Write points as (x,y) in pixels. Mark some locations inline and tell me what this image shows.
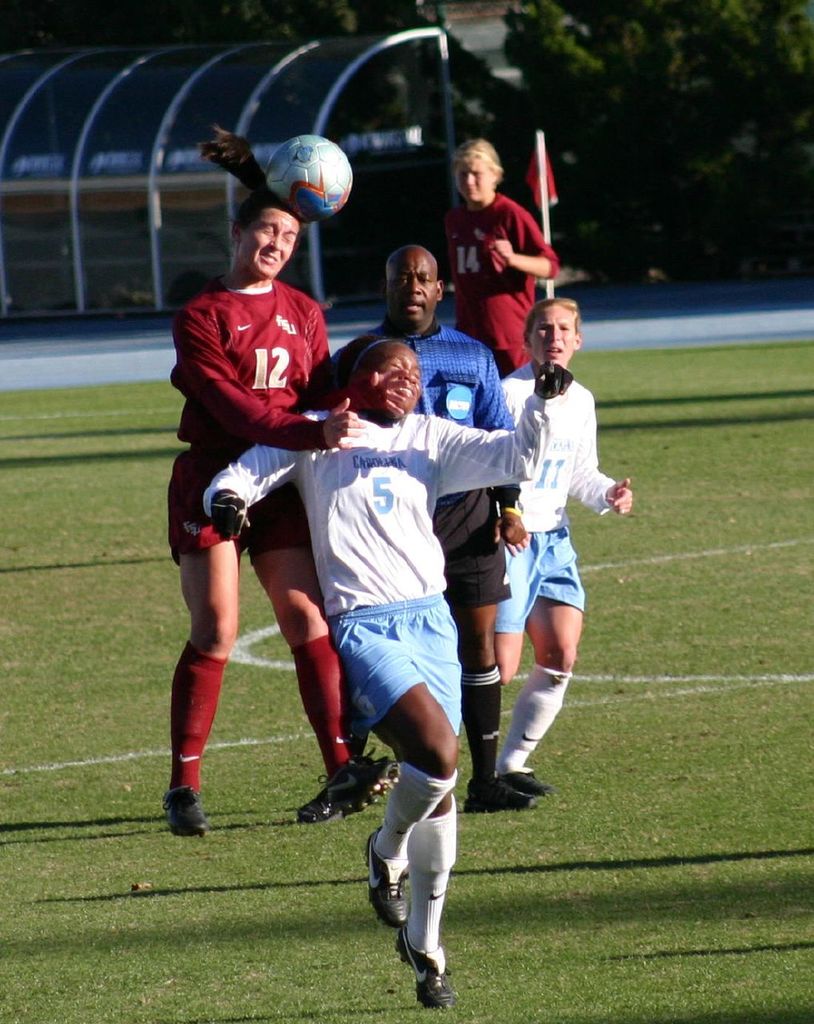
There are few people (422,423) playing football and there are trees (564,115) in the background (630,103) and the ground (643,815) is greenery (619,853).
